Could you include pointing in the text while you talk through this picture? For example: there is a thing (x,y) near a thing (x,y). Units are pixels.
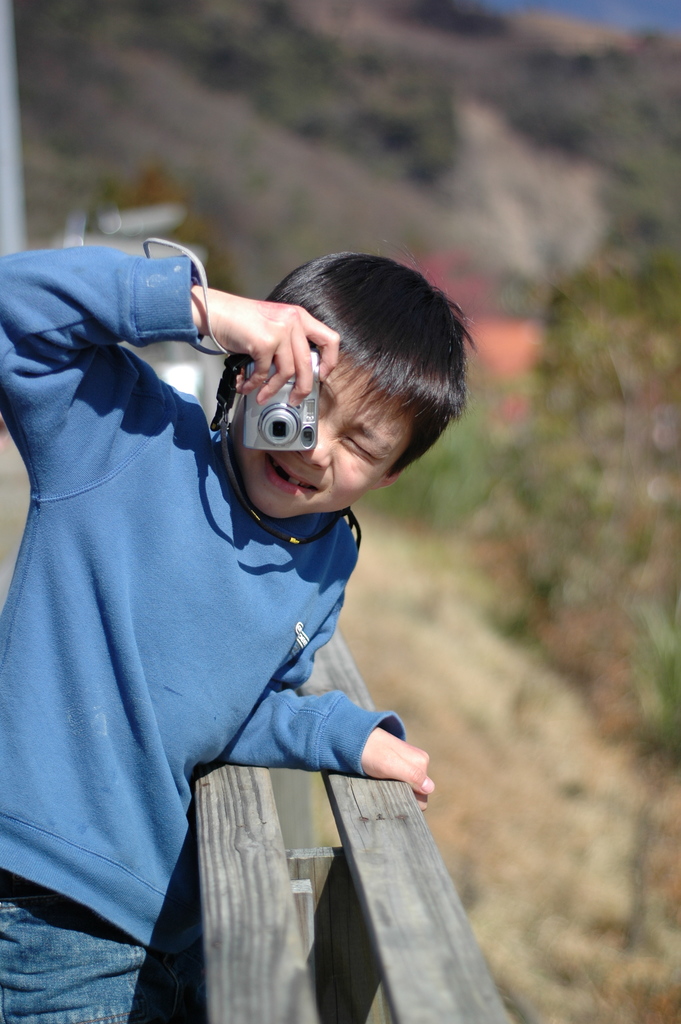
This picture is clicked outside the city. The boy (308,551) on the left corner (170,580) is wearing blue shirt (138,649) and blue jeans (94,976). He is holding camera (273,412) in his hand (260,350) and behind the boy (304,525), we see trees (492,267) and sky (627,27).
